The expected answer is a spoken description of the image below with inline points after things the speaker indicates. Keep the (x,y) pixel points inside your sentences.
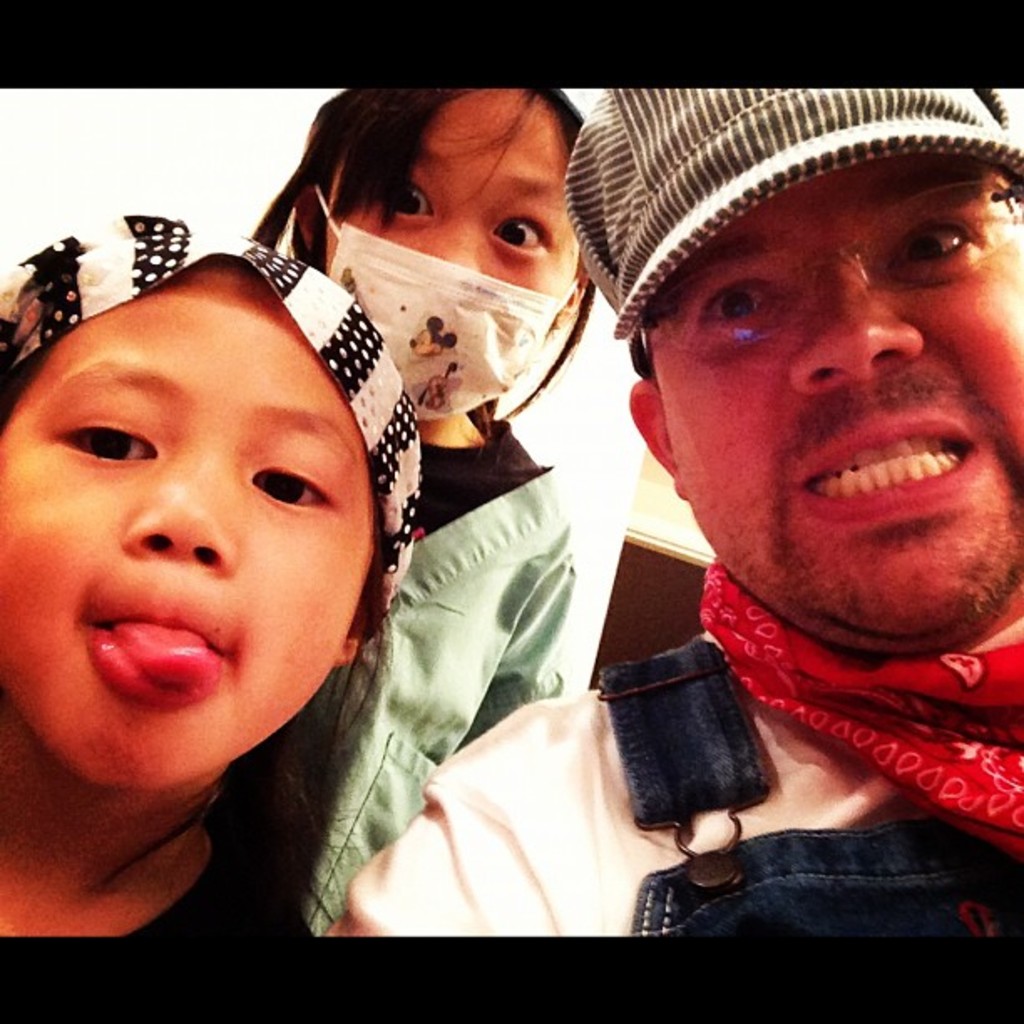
In this image I can see a person (903,464) wearing white and blue colored dress (780,835) and two other persons (313,555) wearing black, white and green colored dress (364,391). I can see the white colored background (231,116).
